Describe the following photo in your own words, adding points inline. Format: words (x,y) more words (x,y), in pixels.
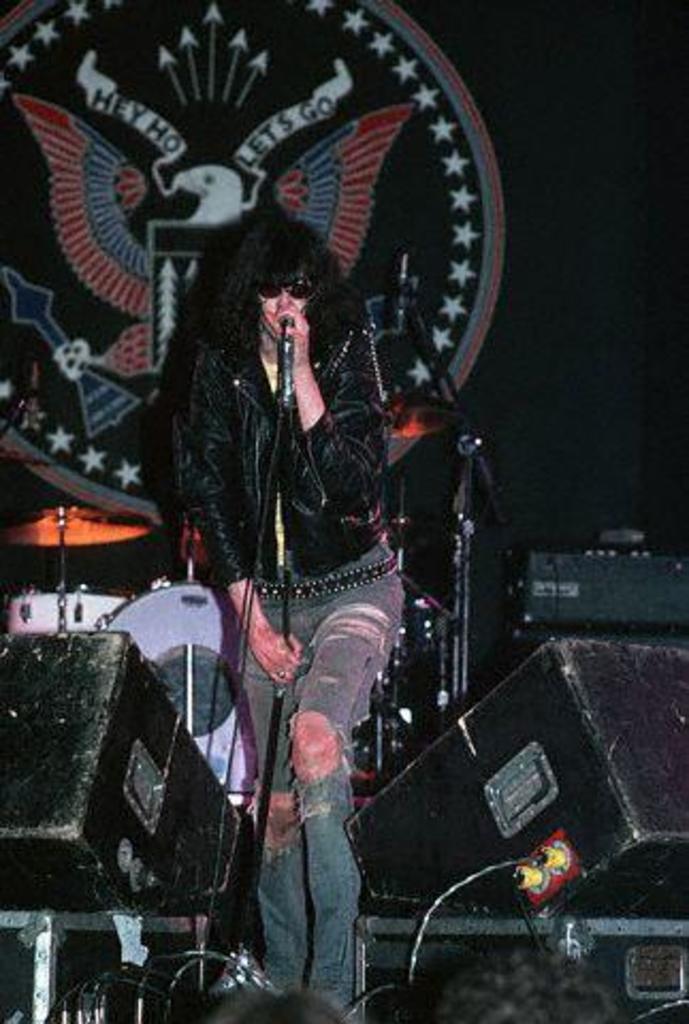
This image consists of a man (304,616) wearing a black jacket (224,450) is singing in a mic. In the background (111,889), we can see speakers (122,896) and a band setup (197,616). And there is a logo (388,242) in the background (388,247).
